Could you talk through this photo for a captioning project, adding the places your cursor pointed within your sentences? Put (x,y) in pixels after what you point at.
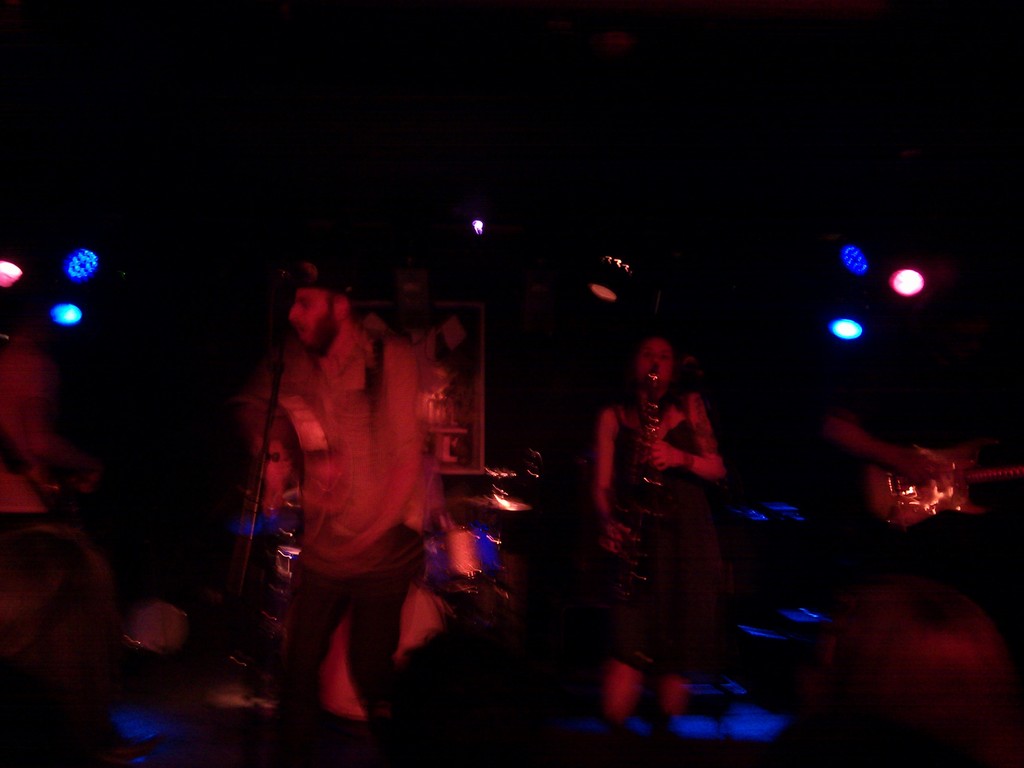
In this image we can see a few people (371,453) holding musical instruments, behind them there are some objects (514,492) on the surface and in the background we can see the lights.
